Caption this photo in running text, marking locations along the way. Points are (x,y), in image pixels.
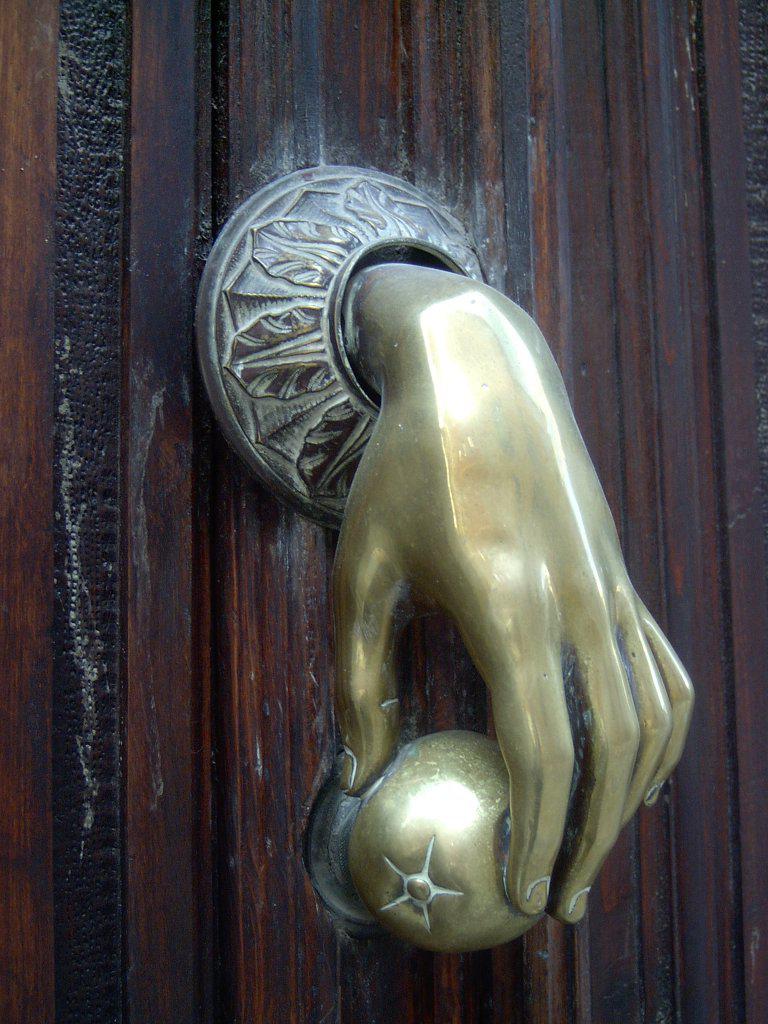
This image looks like a door (412,173), on the door (613,74) we can see a handle (461,285).
